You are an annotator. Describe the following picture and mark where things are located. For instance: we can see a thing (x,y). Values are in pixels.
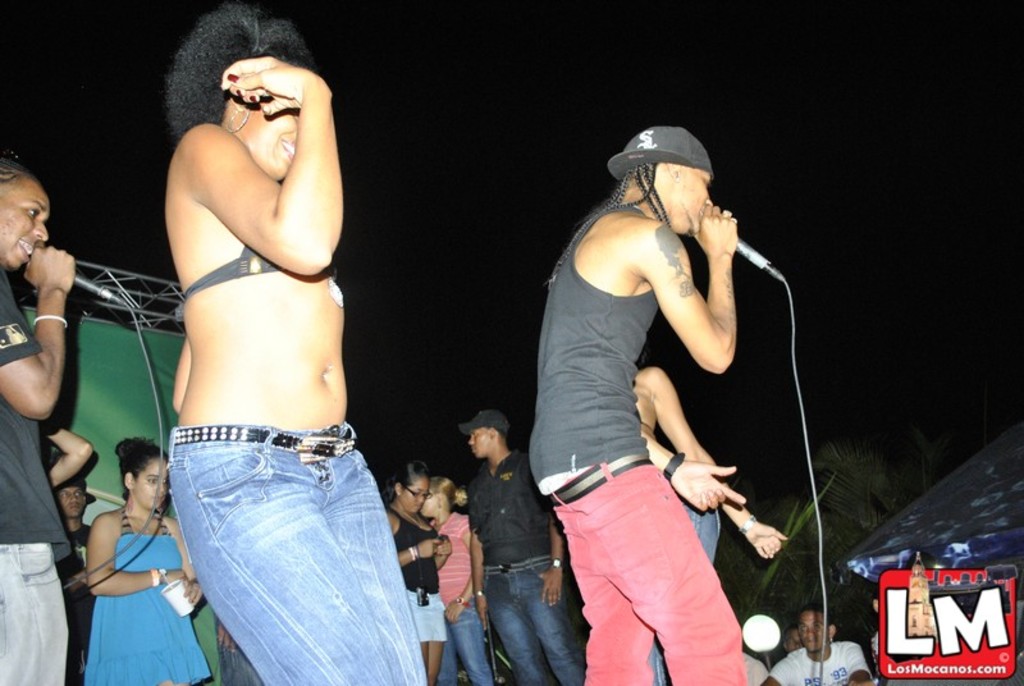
In this picture there is a woman (238,127) who is wearing bra (234,271) and jeans (329,506). She is standing near to the man (623,340) who is singing on the mic (742,247). Backside of her we can see another man (16,242) who is also singing on the mic (112,301). At the bottom (456,552) background (160,663) we can see the group of persons (463,610) were standing on the stage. In the bottom right corner (997,664) there is a watermark (977,676). Behind that we can see trees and tent (983,489). At the top (562,48) we can see the darkness (564,47).
